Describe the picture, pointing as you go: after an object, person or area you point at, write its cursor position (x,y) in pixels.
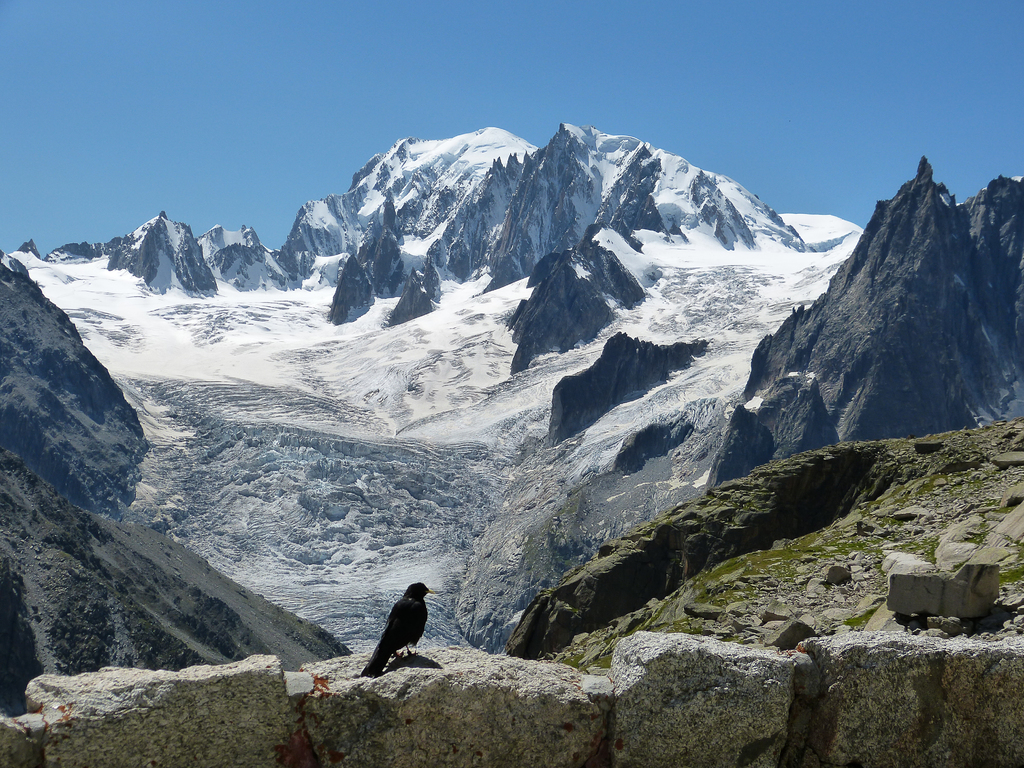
There is a black color bird (410,613) on the rock (351,655), which is attached to the other rocks (1001,649). In the background (839,358), there are snow mountains (501,248) and there is blue sky (407,63).
